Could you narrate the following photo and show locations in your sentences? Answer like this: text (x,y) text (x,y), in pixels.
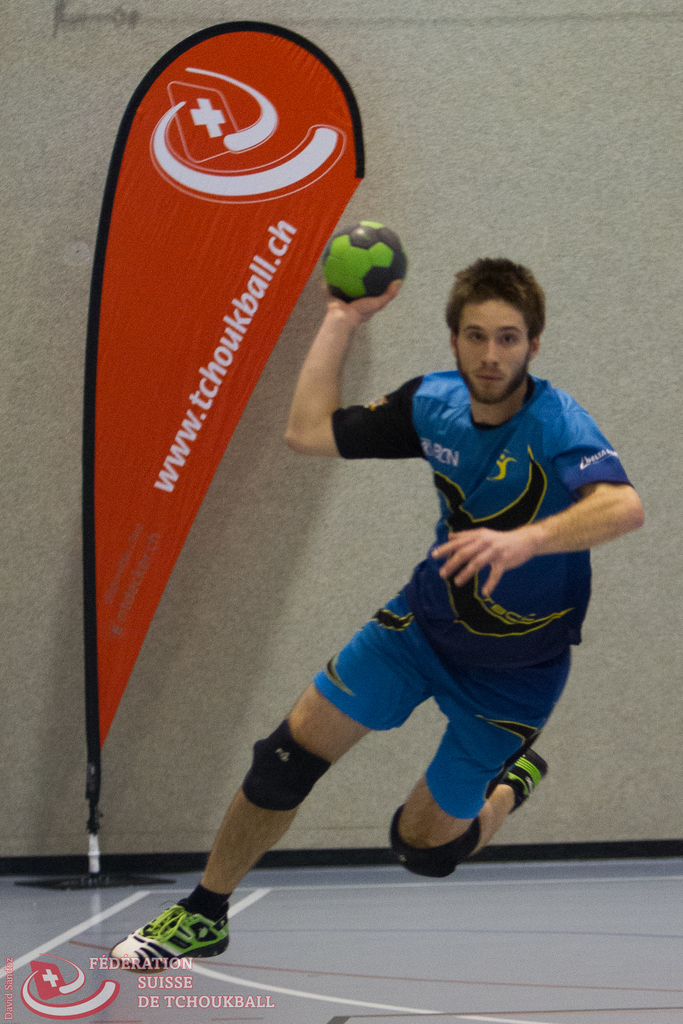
Here in this picture we can see a person (398,812) who is in motion and throwing a ball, which is present in his hand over there and behind him we can see a flag post (183,507) present on the floor (319,913) over there.
